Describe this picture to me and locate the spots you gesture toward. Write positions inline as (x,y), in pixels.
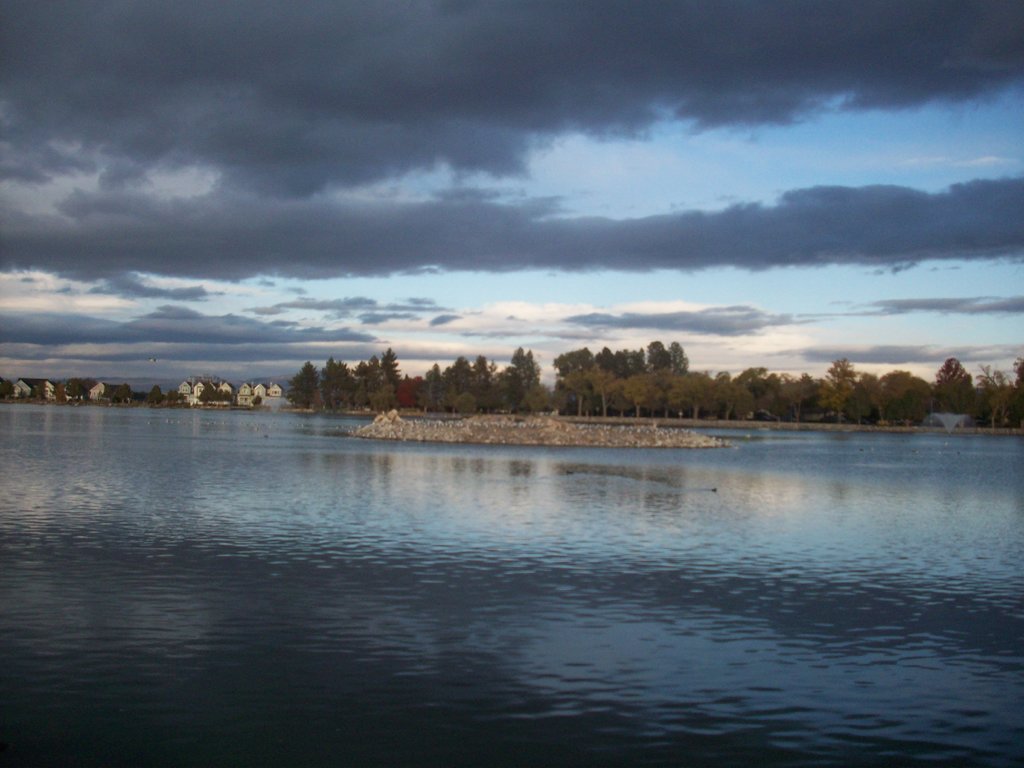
In this image there are some trees (558,399) in middle of this image (635,396) and there are some buildings (229,387) at left side of this image (241,393) and there is a cloudy sky (555,210) at top of this image (554,176) and there is a lake (279,507) at bottom of this image (457,643).
